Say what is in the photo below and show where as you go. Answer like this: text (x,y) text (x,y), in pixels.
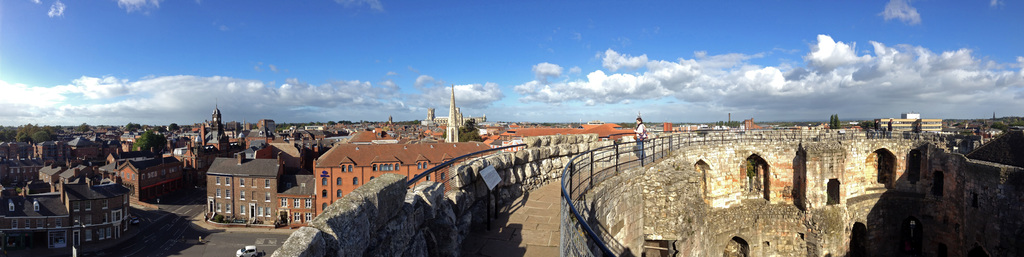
In this image there are some buildings (623,128), and in the center (664,145) there is a walkway (553,193), railing (578,214) and one person (637,140) is standing. And in the background (37,128) there are some trees (37,128), buildings (962,150) and some towers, at the top (693,76) there is sky (693,76). And on the right side of the image (885,191) there are some windows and wall (770,216), and on the left side (178,230) there is a walkway (200,249) and some vehicles (251,246) and some people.
